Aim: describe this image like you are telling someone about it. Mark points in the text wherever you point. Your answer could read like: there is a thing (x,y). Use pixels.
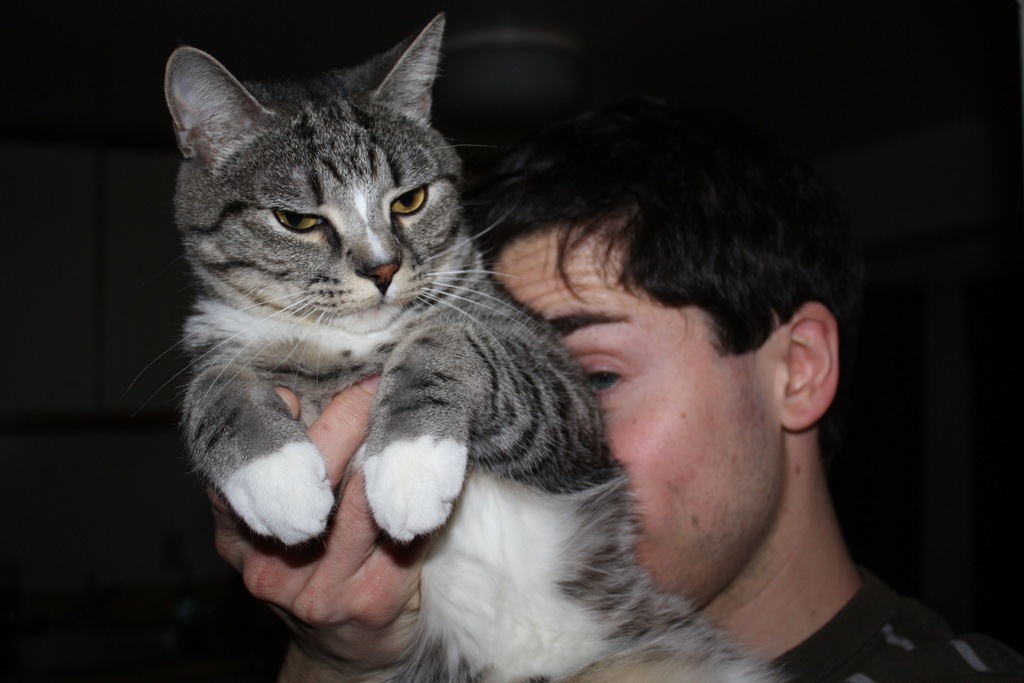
In the image we can see there is a man (584,351) holding cat (325,360) in his hand (336,401) and background of the image (990,276) is dark.
